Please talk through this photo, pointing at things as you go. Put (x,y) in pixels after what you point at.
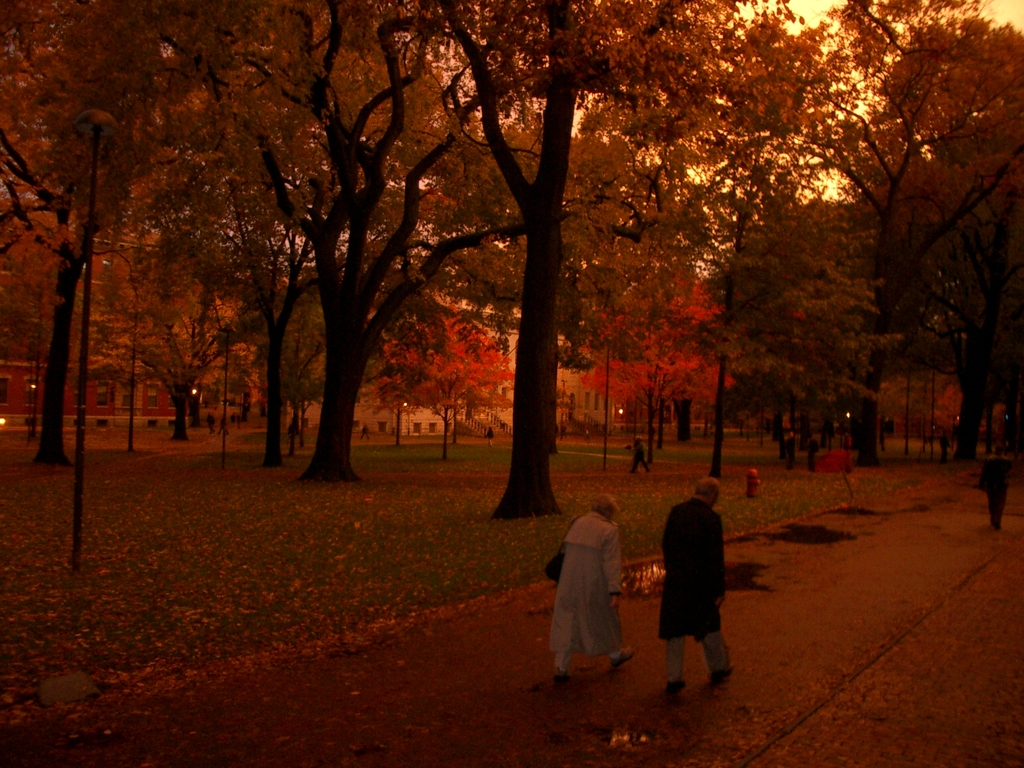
In this image we can see these people (594,611) walking on the road (554,693), we can see muddy water (748,573) on the road (757,600), fire hydrant (755,493), grass (413,521), trees (465,341) and the houses (115,276) in the background (426,341).
